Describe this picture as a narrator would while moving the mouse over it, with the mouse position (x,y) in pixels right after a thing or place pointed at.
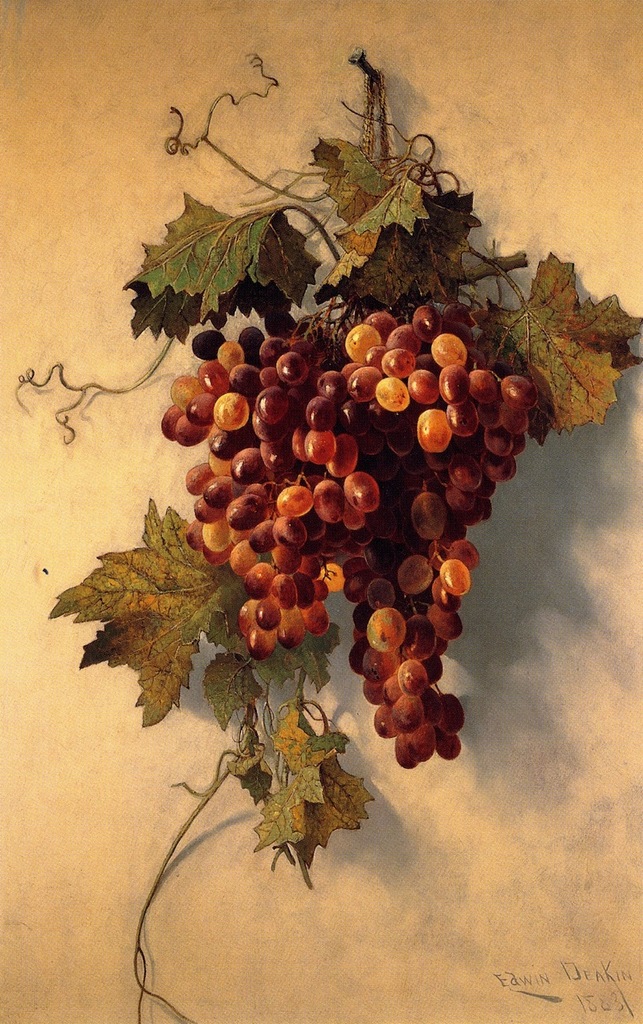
This image consists of a painting of grapes (258,506) and leaves (390,222) along with the stems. The background (388,978) is in white color. In the bottom right (569,982) there is some text (580,997).
